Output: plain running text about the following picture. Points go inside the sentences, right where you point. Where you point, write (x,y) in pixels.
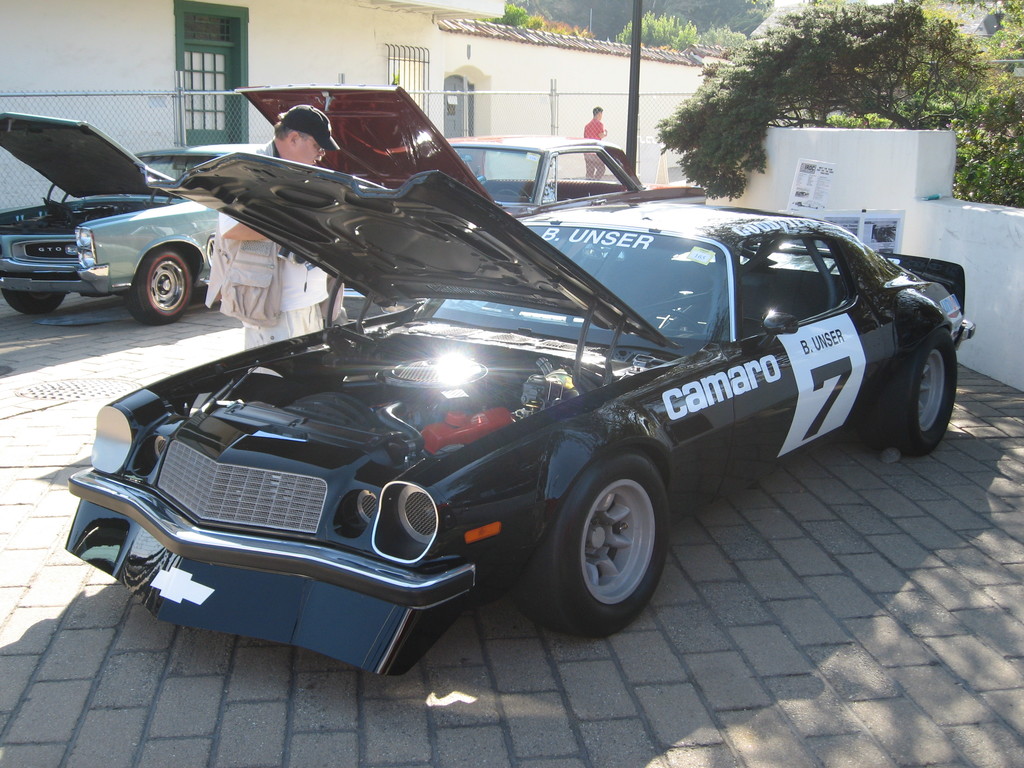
In this image there are cars (493,315) parked on the ground (802,581). There are numbers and text (768,362) on the cars (227,210). The bonnet (254,208) of the cars (498,244) is open. There are people (277,267) standing beside the cars (414,208). In the background (328,30) there are houses (538,73) and a pole (634,117). At the top (681,18) there are trees (756,114).
